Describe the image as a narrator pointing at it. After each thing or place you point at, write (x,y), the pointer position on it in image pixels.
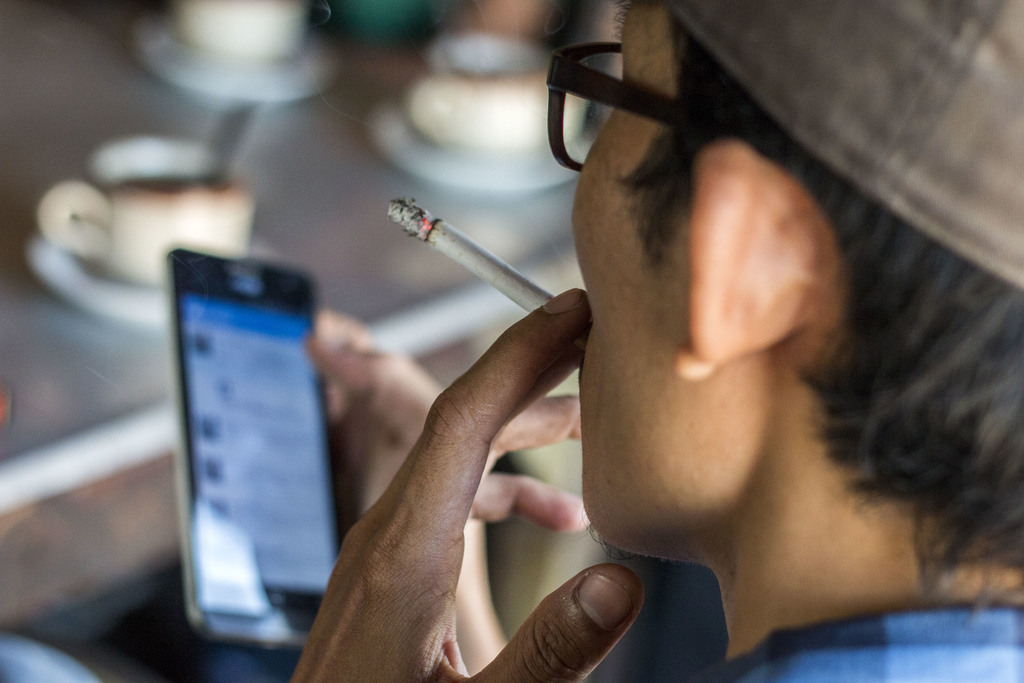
In this picture we can see man (981,447) wore spectacle (548,108) smoking cigarette (526,285) with one hand (440,419) and holding mobile (305,390) in other hand (338,400) and looking at it and in front of him we can see cup (117,170), saucer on table (271,203).
